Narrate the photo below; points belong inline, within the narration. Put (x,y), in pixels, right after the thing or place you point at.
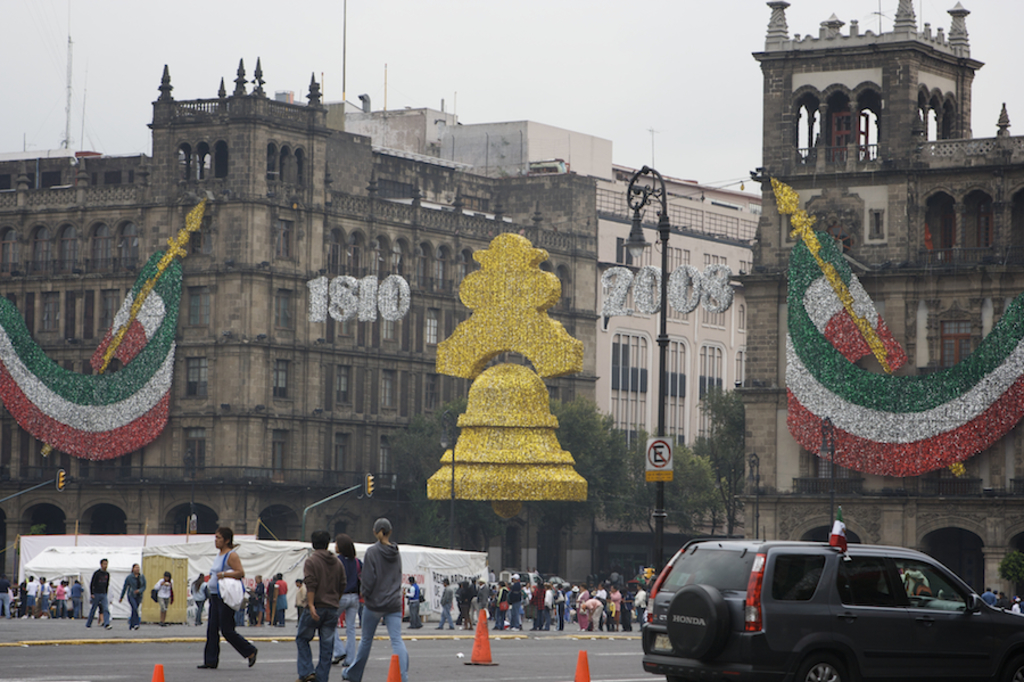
In this image I can see group of people (394,649) walking on the road (379,649). In front (677,648) I can see the vehicle (788,665) in gray color, background (388,412) I can see few buildings (452,306) in cream and brown color, and sky (585,120) is in white color.
